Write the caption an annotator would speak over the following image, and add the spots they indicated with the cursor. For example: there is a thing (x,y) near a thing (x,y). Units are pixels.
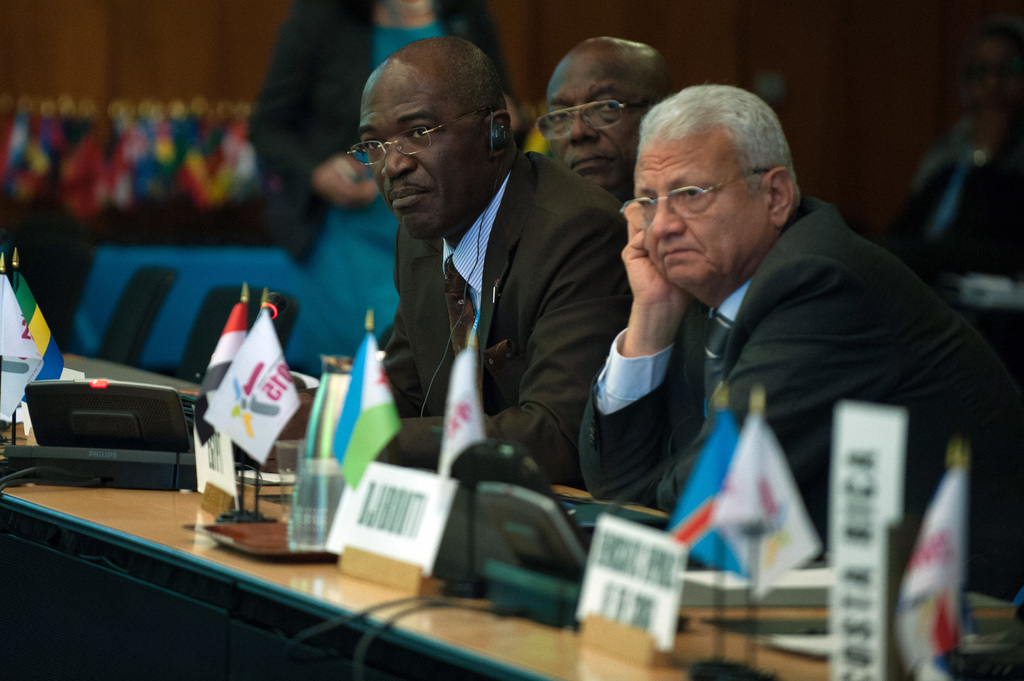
In this image there are people (631,221) sitting on chairs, in front of them there is a table (719,637), on that table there are flags (14,424), glasses (284,476) and electrical items (108,469), in the background (306,119) it is blurred.
